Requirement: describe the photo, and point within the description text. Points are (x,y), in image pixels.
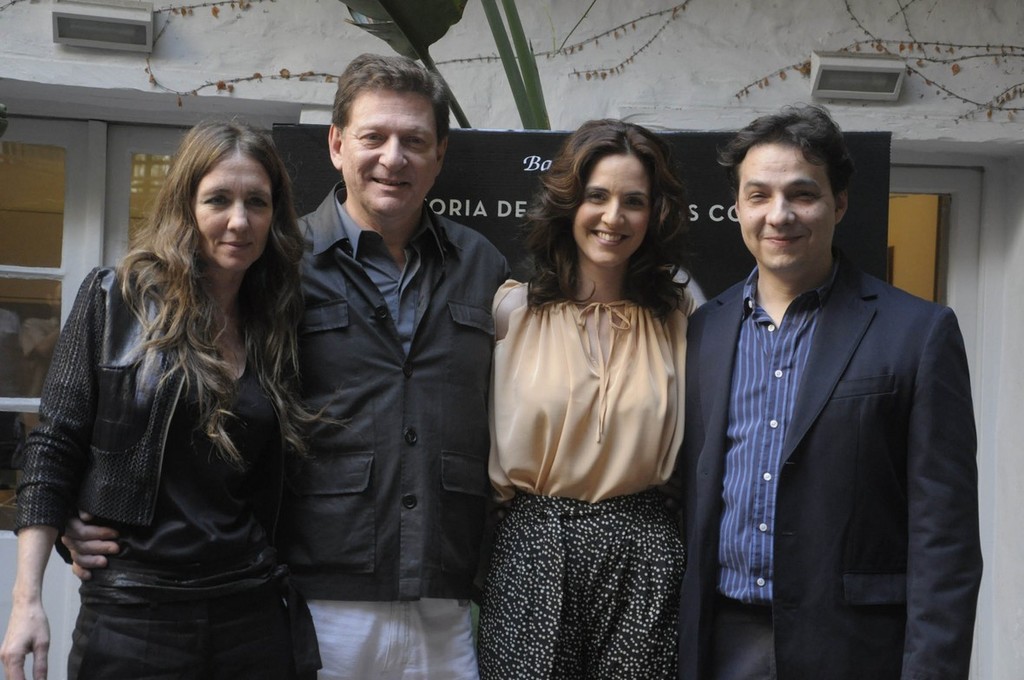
In this image, we can see people (751,436) wearing clothes (518,424) and standing in front of the board (497,225). There is a window (73,279) on the left side of the image (38,321). There is a light (109,23) in the top left (153,16) and in the top right of the image (863,80).
